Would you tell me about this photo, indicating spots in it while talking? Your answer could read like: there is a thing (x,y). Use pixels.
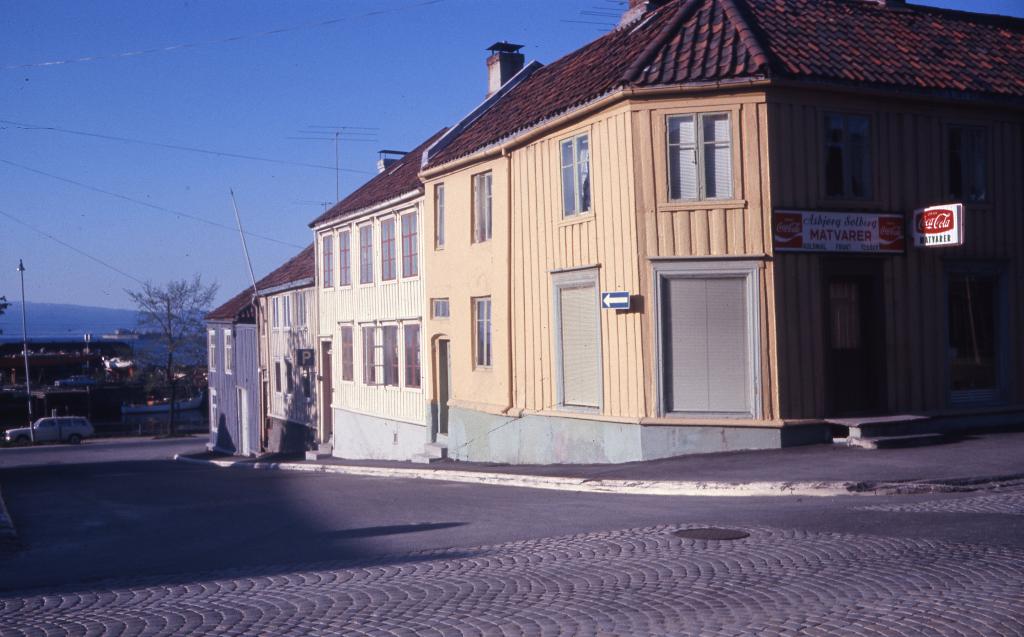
In this picture I can observe houses (481,310) in the middle of the picture (481,310). In front of the houses (611,190) I can observe road (126,458). In the background (125,216) I can observe sky (134,154).
